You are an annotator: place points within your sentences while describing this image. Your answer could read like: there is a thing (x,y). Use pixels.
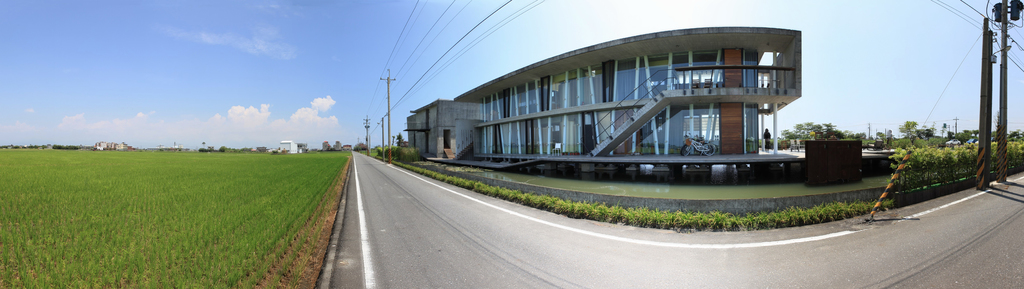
In the image there is a glass building (704,111) on the right side (780,90), in middle (392,169) there is a road (418,247), on left side (234,230) there is a paddy field (241,219) and above its sky (219,79) with clouds (235,113), there are electric poles (383,153) on the side of the road (413,180).
